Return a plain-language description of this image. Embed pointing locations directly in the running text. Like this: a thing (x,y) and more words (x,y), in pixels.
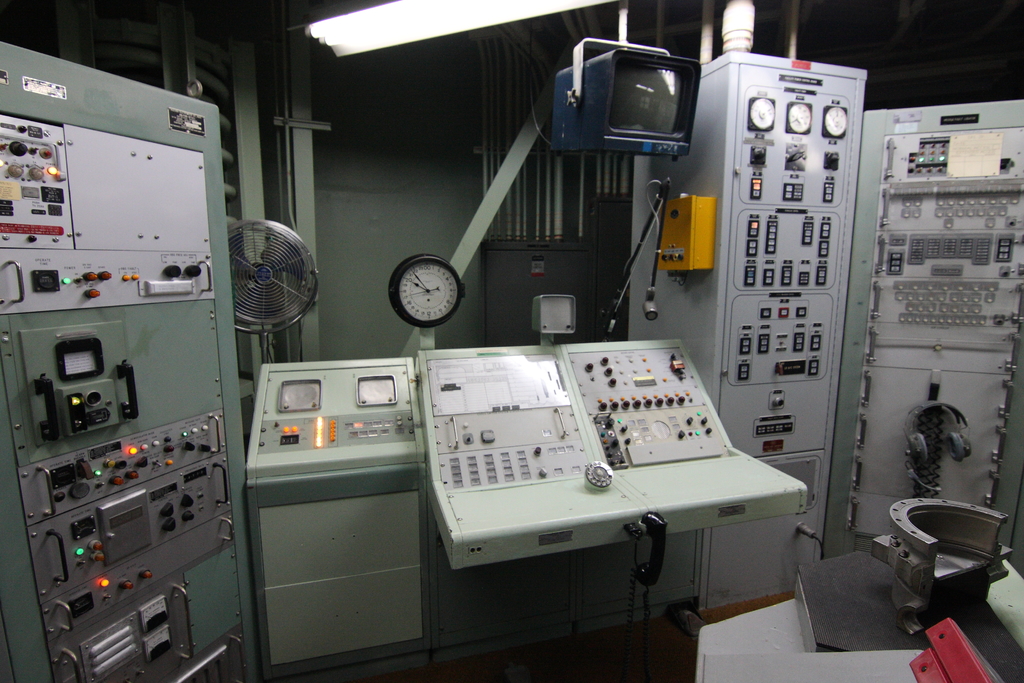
In this picture I can see a table fan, there is a mike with a mike stand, there is a television (630,56), headset (934,420) and there are some machines (355,392).
